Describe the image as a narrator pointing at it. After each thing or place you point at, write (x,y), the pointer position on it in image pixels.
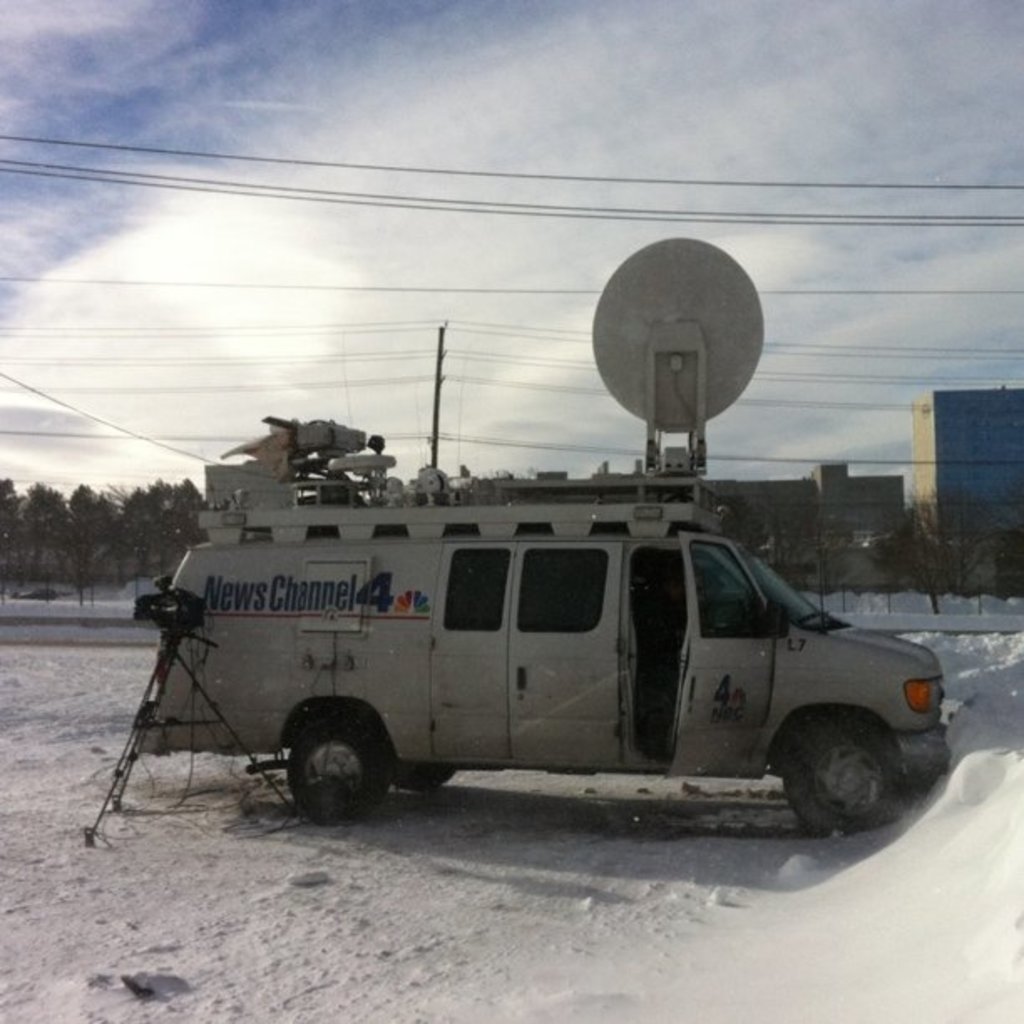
In this image there is sky (147,195), there are wires (513,202), there is a pole (436,390), there are trees (91,515), there are buildings (793,493), there is a vehicle (290,646), there is a camera (192,605) on the stand (192,725).
